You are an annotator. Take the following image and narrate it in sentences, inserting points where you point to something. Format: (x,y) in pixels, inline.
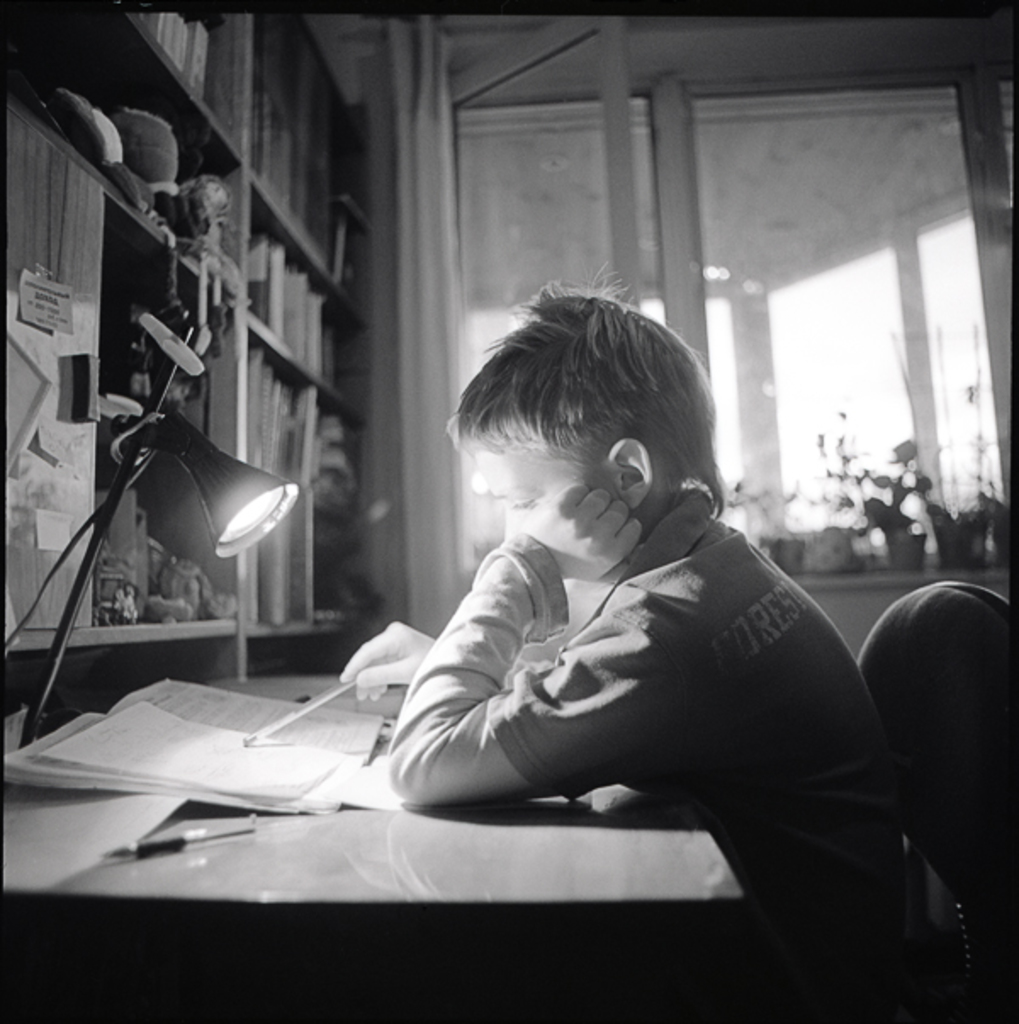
This picture shows a boy (756,870) seated on the chair (917,692) and reading his book (51,737) on the table (730,890) and we see a lamp (282,500).
